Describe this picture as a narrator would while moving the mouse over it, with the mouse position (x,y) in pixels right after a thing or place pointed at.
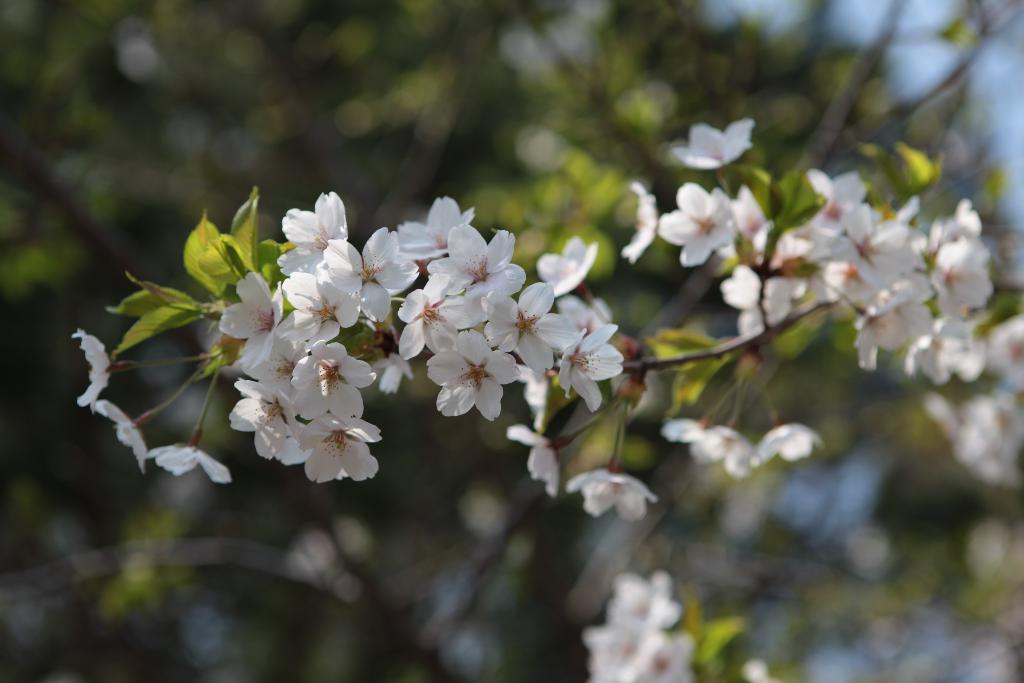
In this image we can see a group of flowers (567,275) and a tree (221,312). The background of the image (711,528) is blurred.
